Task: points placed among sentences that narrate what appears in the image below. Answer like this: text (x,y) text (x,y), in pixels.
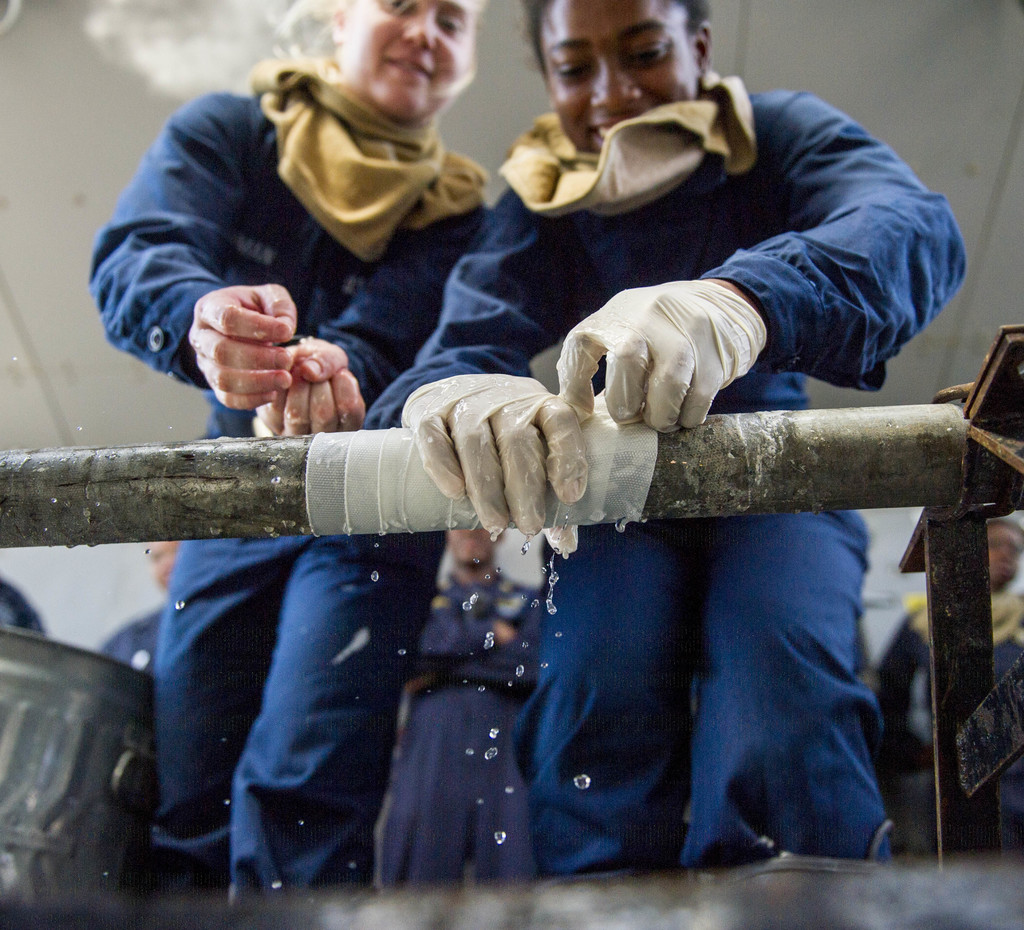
In the picture we can see two women (250,592) are bending and wrapping something on the pipe (944,485), they are in blue dresses (942,210) and one woman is wearing gloves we can see some people (466,569) behind them and the ceiling (917,93) to the top of them.
